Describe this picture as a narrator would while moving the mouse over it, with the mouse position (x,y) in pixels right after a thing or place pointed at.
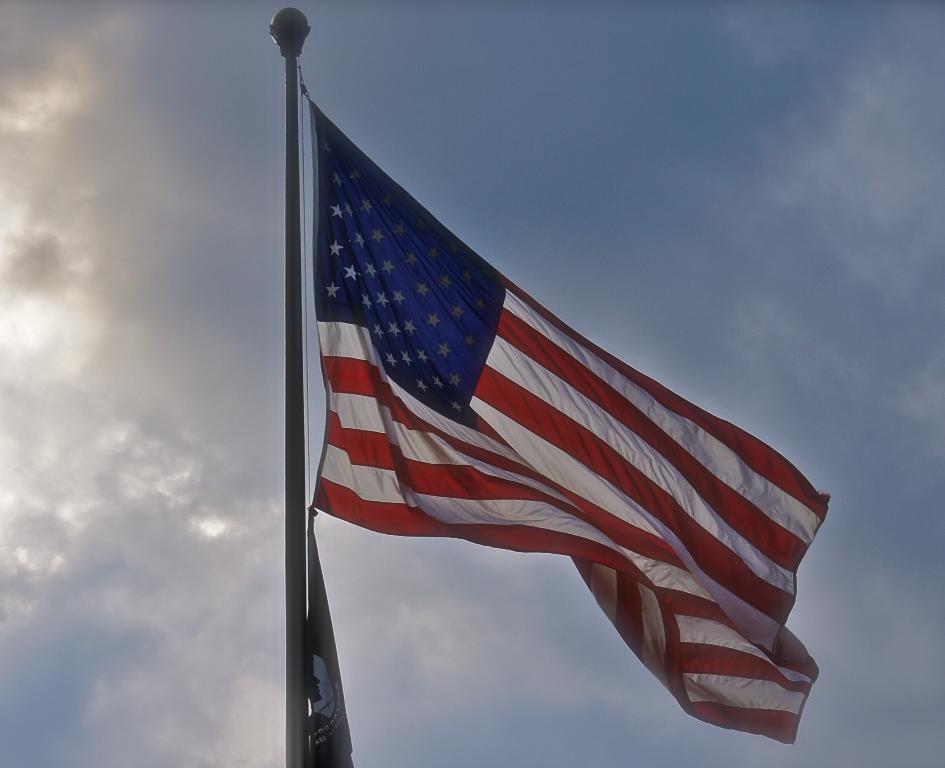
In the middle of this image (599,471), there is a flag (447,443) attached to a thread (302,70) which is connected to a pole (291,54). In the background (311,285), there are clouds (140,267) in the blue sky (35,596).
